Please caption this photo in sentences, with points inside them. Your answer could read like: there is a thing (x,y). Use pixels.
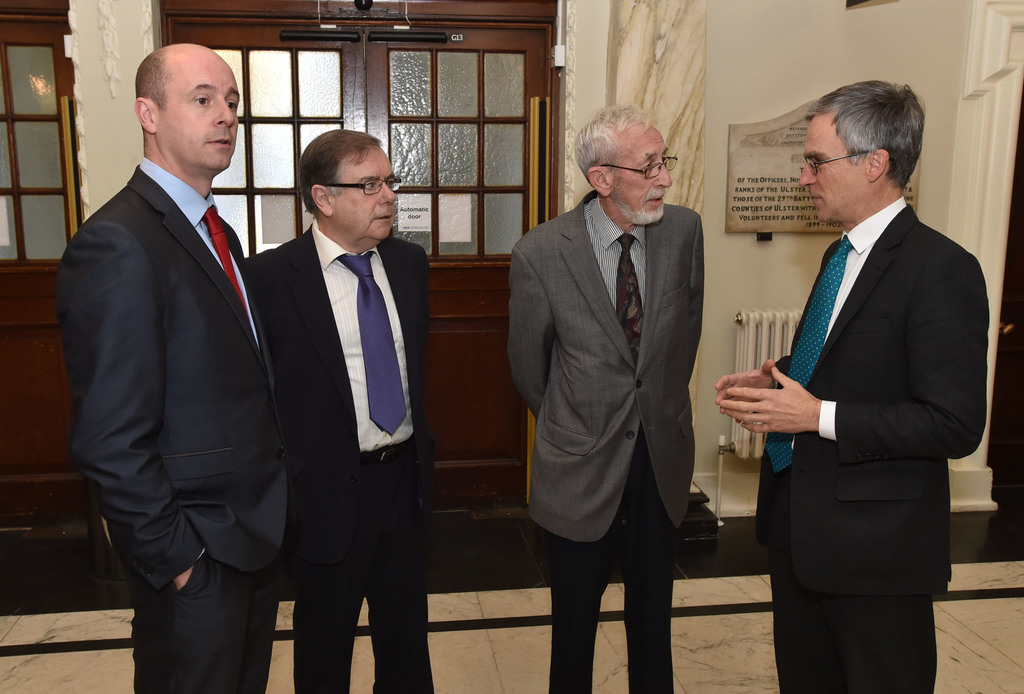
In this image I can see a group of people (264,483) standing on the floor (524,677). On the right side (773,188), I can see a board (762,215) with some text (768,221) written on it. In the background (505,141), I can see the doors (419,93).
